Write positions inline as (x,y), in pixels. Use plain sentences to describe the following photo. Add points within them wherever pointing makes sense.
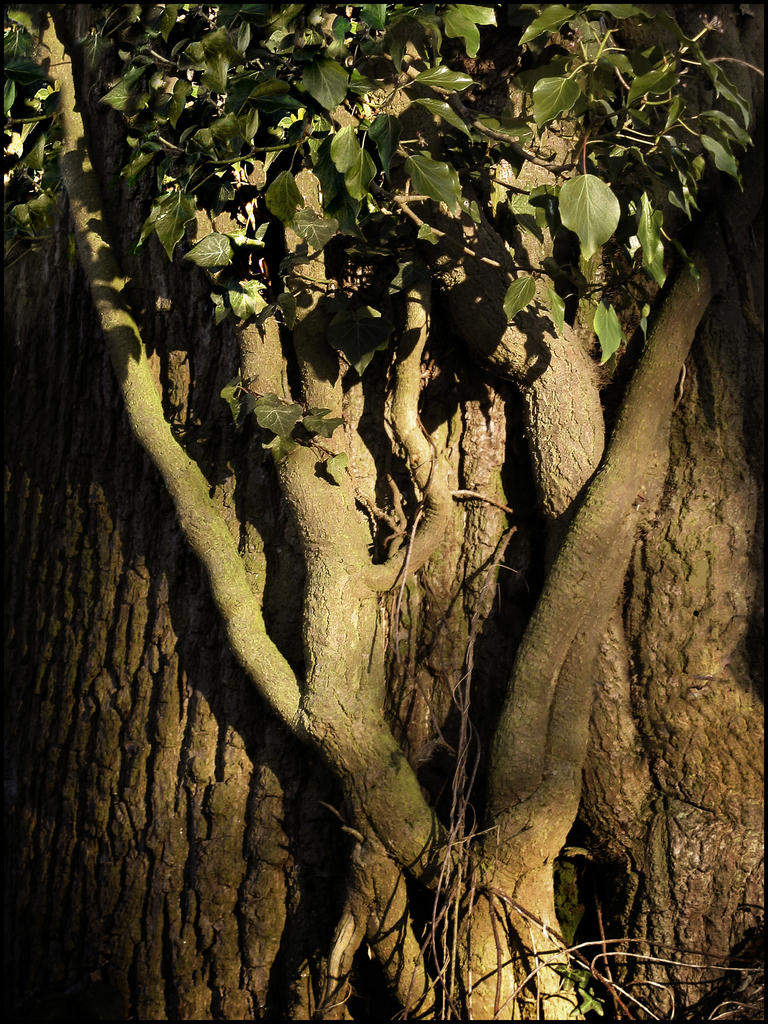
In this picture we can see partially covered tree (408,763) with leaves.
